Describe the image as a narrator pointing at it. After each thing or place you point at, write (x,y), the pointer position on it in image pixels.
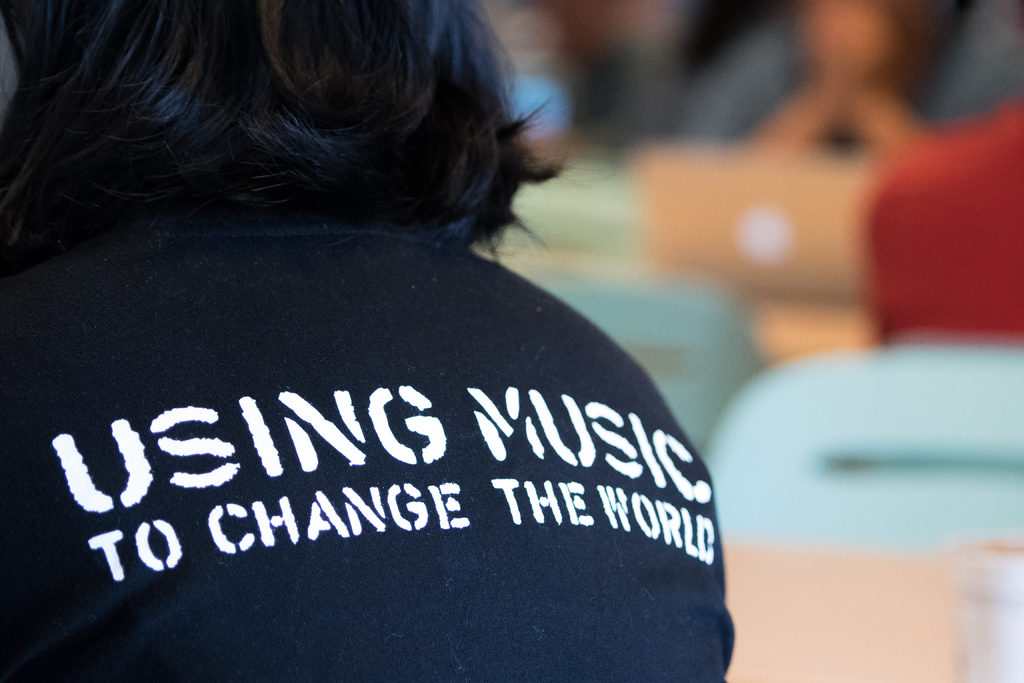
In this picture we can see a person (363,347) in the front (404,283), there is a blurry background (778,91), we can see some text (231,509) on this person's t-shirt (443,497).
